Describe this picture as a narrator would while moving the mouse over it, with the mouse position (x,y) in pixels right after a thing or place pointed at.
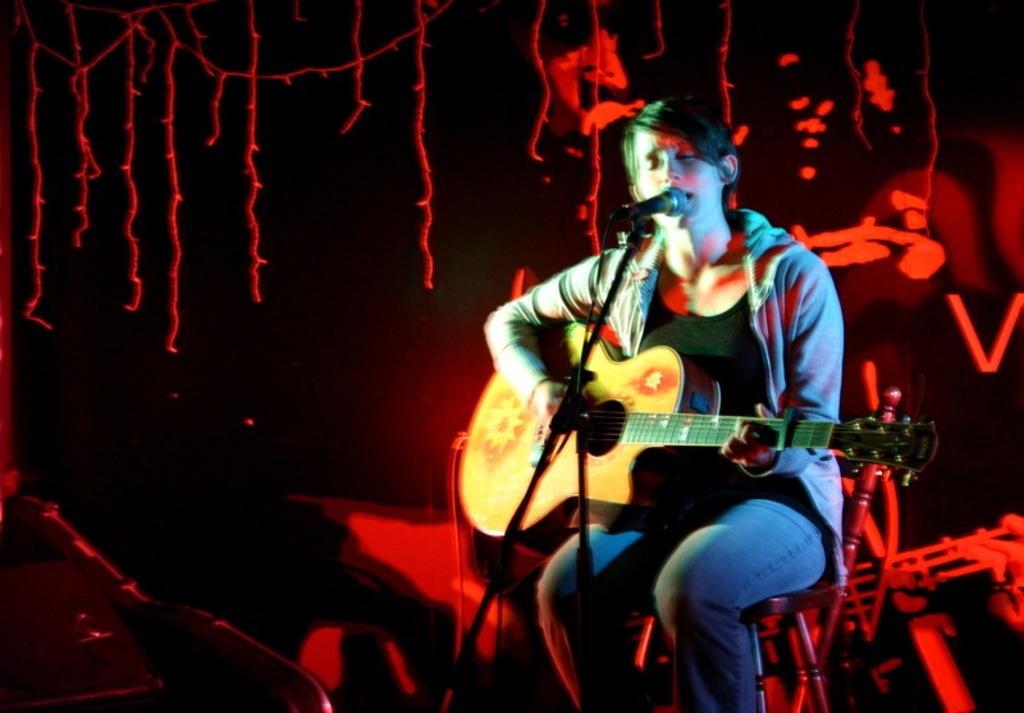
Person (755,272) playing guitar (689,438) and this is microphone (661,203).
